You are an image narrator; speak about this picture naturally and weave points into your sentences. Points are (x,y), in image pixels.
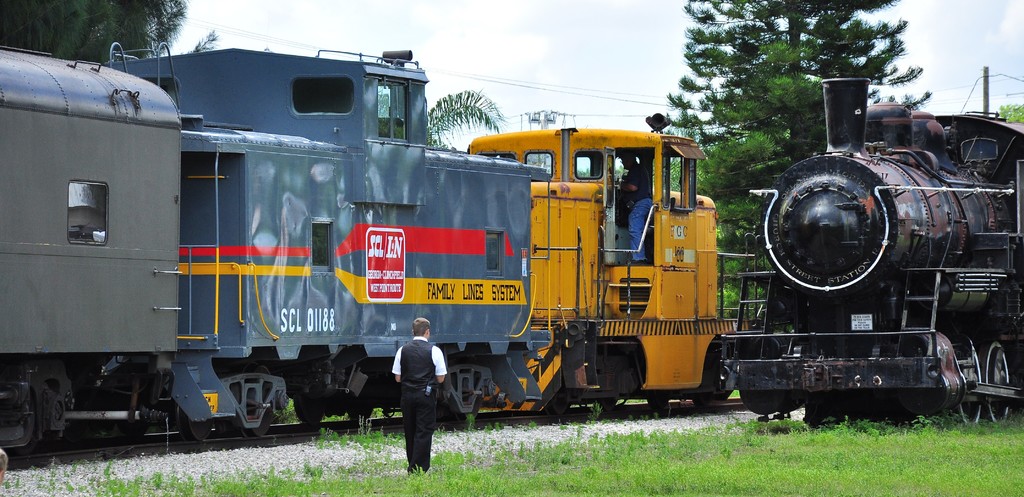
In this image we can see the trains (581,366) on the track (725,401). We can also see a person (642,209) standing inside the train (623,309). On the bottom of the image (492,466) we can see some stones (403,456), grass (420,478) and a person (428,433) standing. We can also see some poles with wires (590,96), trees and the sky (578,82) which looks cloudy.
